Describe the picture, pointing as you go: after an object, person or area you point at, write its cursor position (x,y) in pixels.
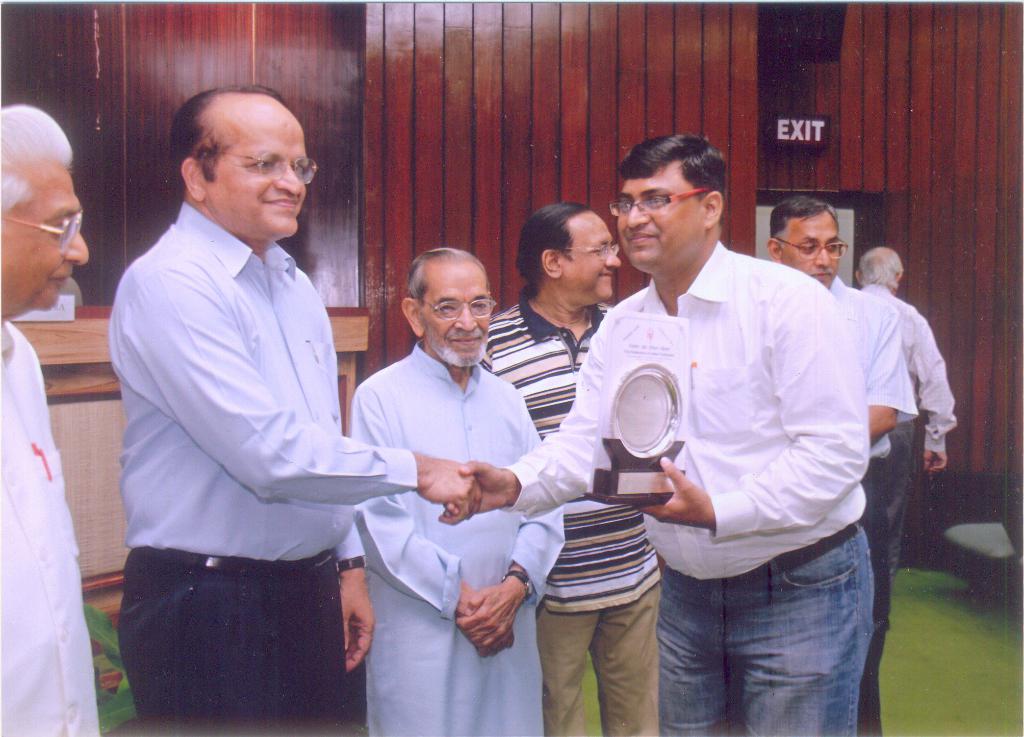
Here I can see few men (726,377) are standing and smiling. Two men (289,349) are shaking their hands (459,469) and one person (691,392) is holding an award (637,436) in the hand (660,509). In the background (735,110), I can see a wall (596,110) which is made up of wood (536,91) and also there is a table (78,396).
